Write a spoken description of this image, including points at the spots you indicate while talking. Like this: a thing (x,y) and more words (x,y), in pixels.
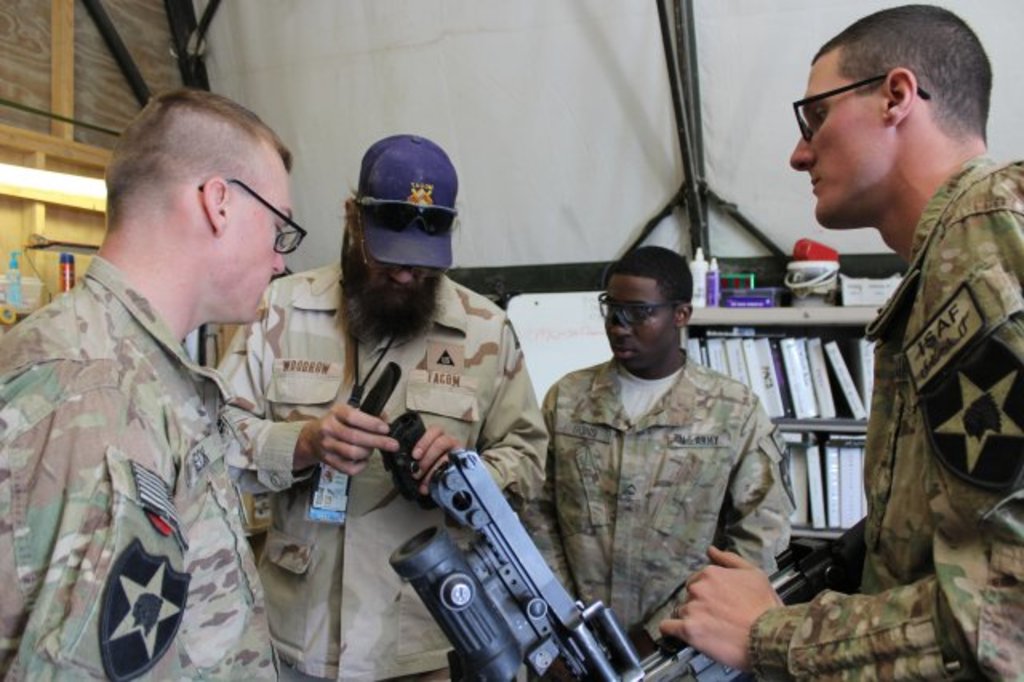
In this image I can see four soldiers (169,430) standing, second person (293,421) among them is holding a metal object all the four (703,411) are watching that object (495,518). I can see a bookshelf (863,444) behind them.
